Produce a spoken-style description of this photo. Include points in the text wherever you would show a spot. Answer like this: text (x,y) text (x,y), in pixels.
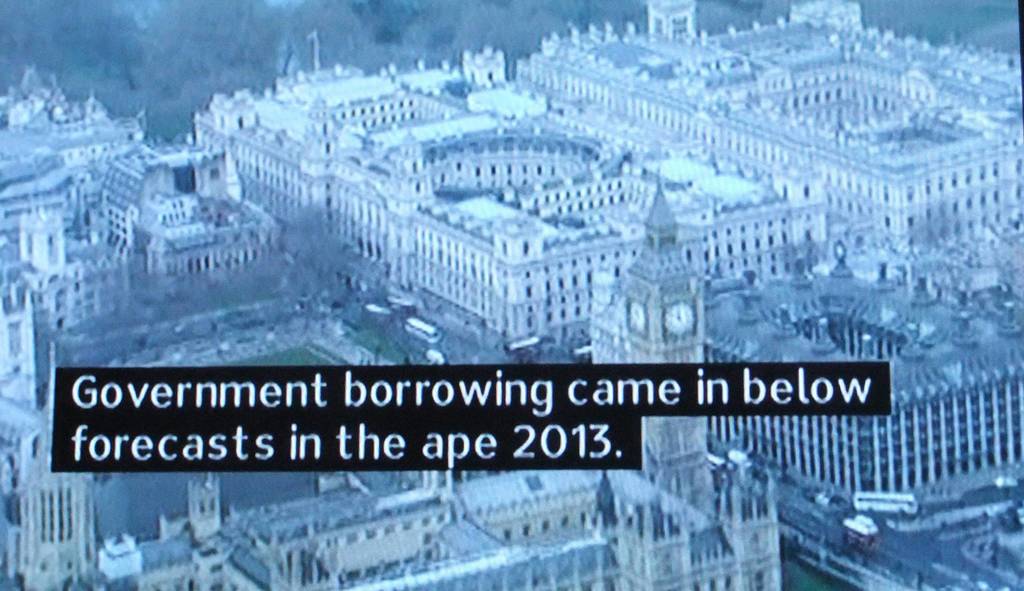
In this image I can see a poster (597,49) which has so many buildings (597,49) and text (316,431) highlighted on it.
